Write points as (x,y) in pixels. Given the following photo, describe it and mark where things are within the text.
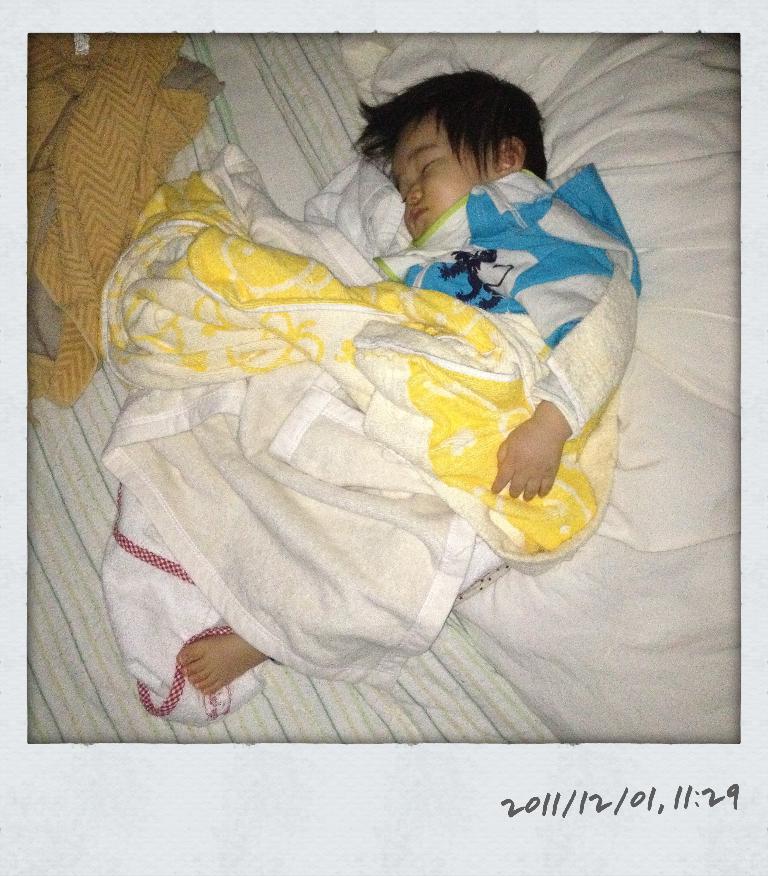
In this picture I can see a baby (434,290) sleeping in the middle (422,361), there are clothes (303,399). In the bottom right hand side (533,798) there is the text (508,804).
